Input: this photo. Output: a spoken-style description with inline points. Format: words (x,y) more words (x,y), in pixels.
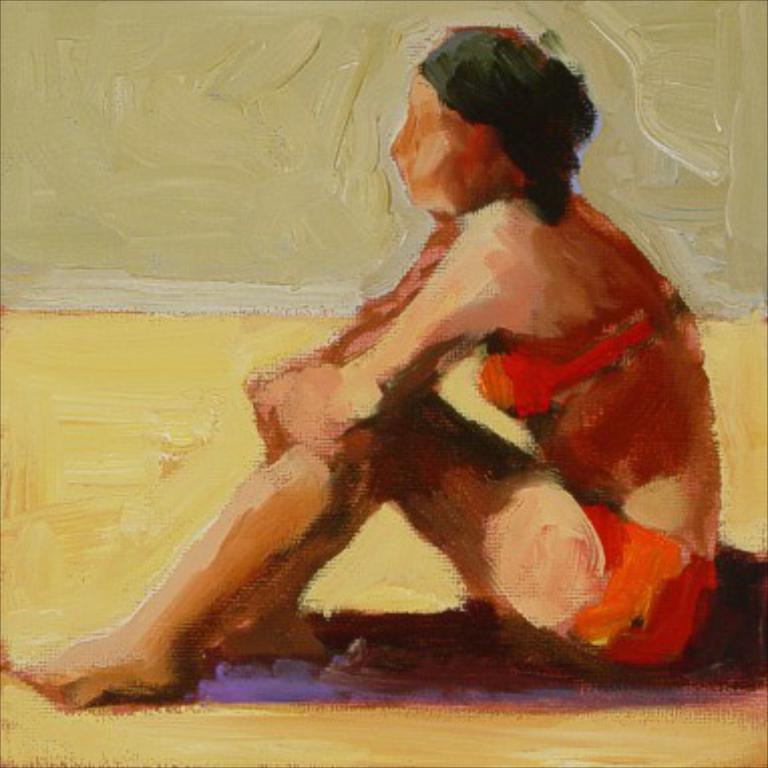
In this picture I can see a painting (285,385) of a person (285,385) sitting.
